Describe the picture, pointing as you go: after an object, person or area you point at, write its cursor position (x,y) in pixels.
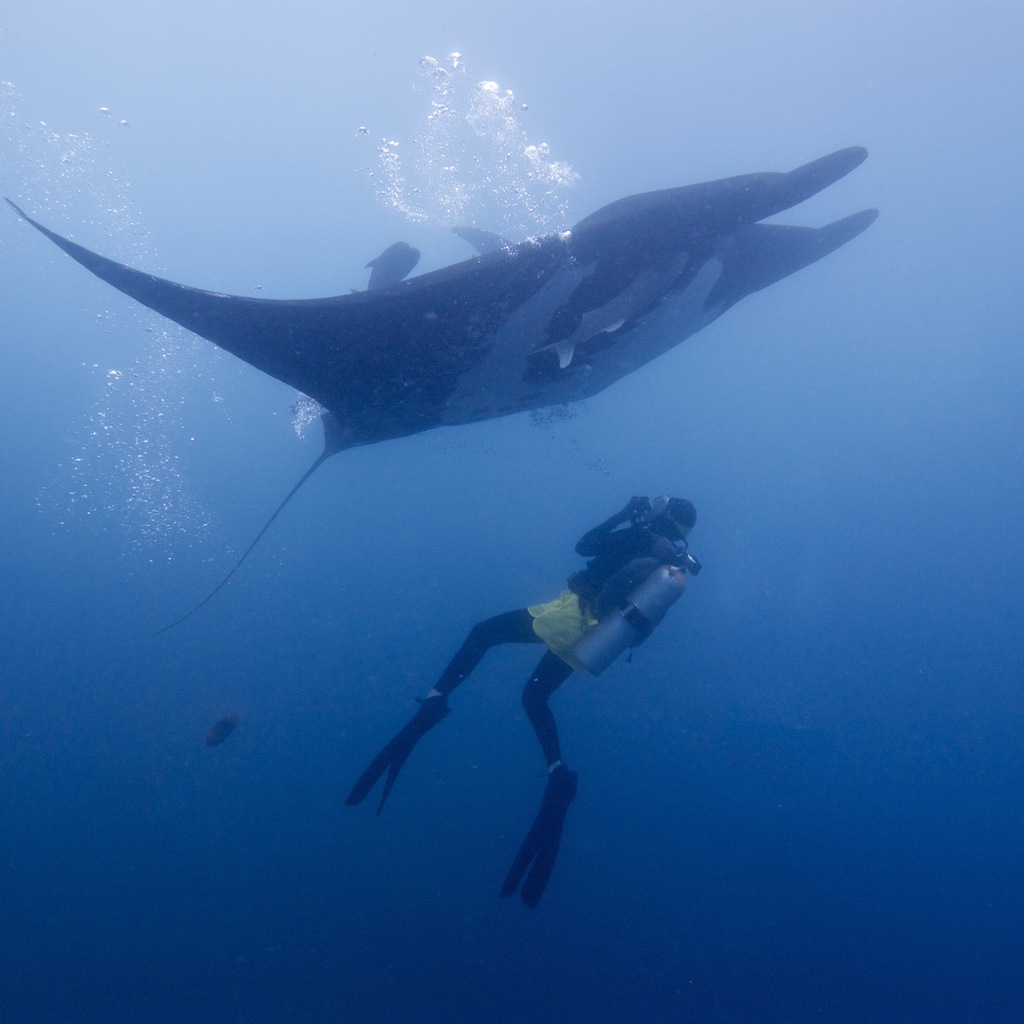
In the picture I can see the water animals (523,322) in the water (542,456). I can see a person (657,527) in the water (673,850). The person (627,581) is wearing the swimsuit (582,620) and there is an oxygen cylinder (633,593) on the back (614,587).
